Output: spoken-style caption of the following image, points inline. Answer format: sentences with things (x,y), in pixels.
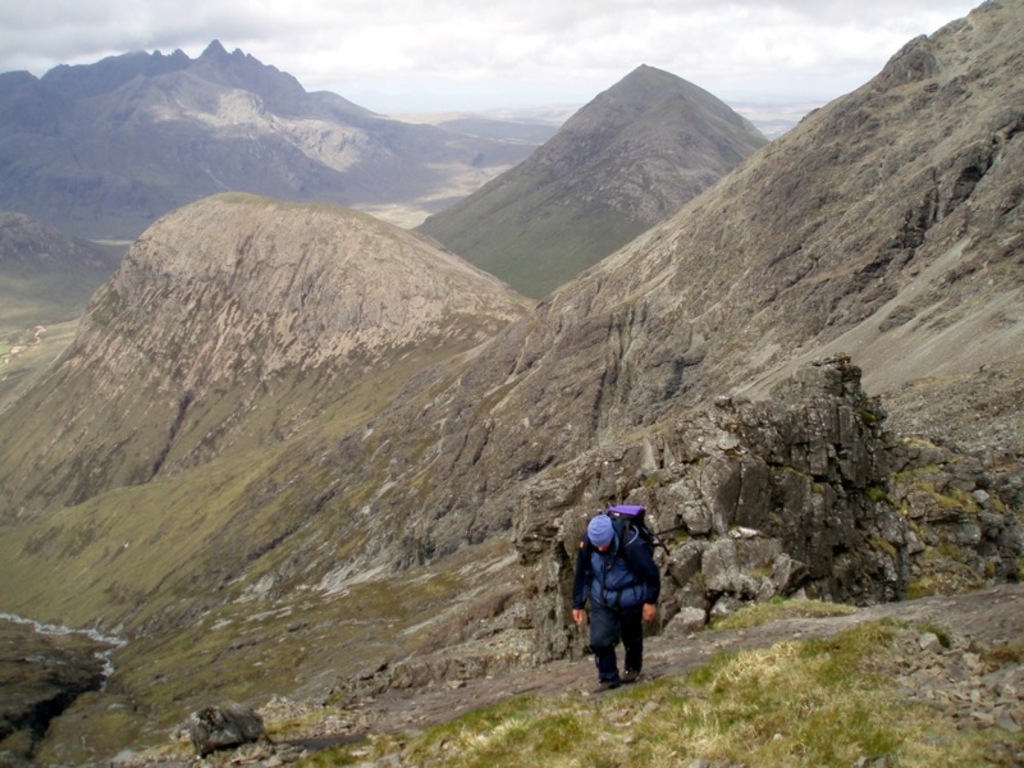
Here in the front (615,590) we can see a person (623,641) climbing a mountain (655,688) and on him we can see a jacket (612,570), cap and a bag (630,540) on him and we can see grass (228,492) covered here and there on the part of the mountains (309,742) over there and we can also see other mountains (276,262) behind him all over there and we can see clouds (483,84) in sky (493,108).
